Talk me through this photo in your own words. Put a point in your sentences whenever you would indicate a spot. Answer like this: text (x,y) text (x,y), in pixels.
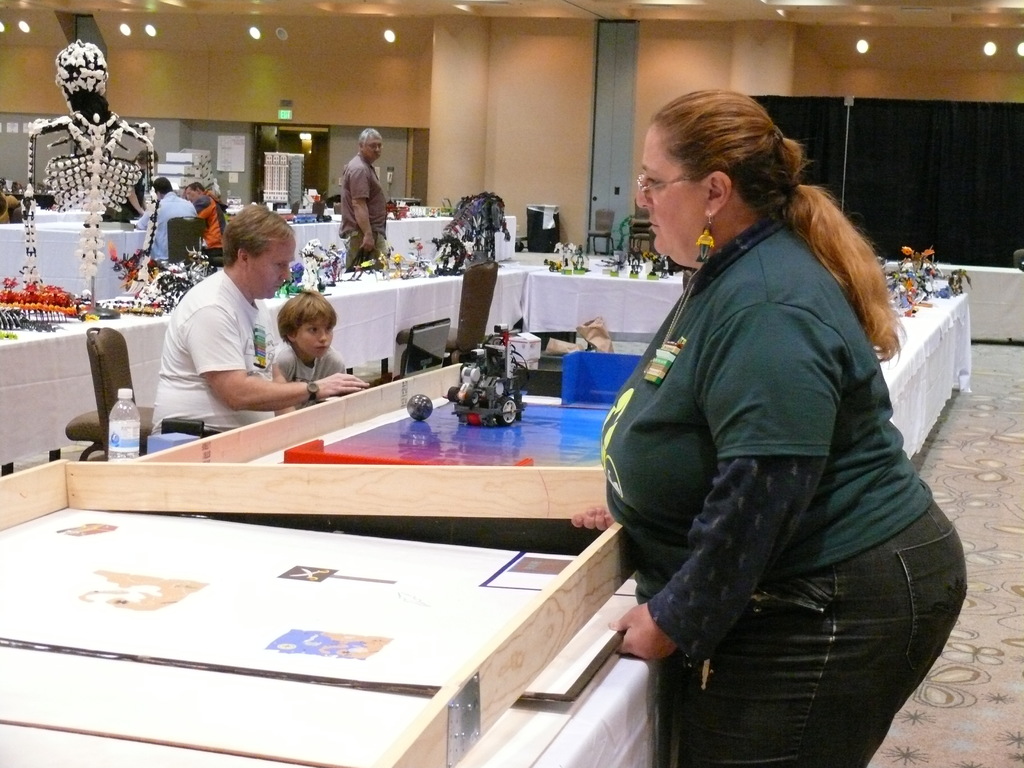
On the right side of the image (932,611) there is a lady (642,647) standing. In the background of the image (509,63) there is a wall (515,91). There are persons (351,215) standing.
